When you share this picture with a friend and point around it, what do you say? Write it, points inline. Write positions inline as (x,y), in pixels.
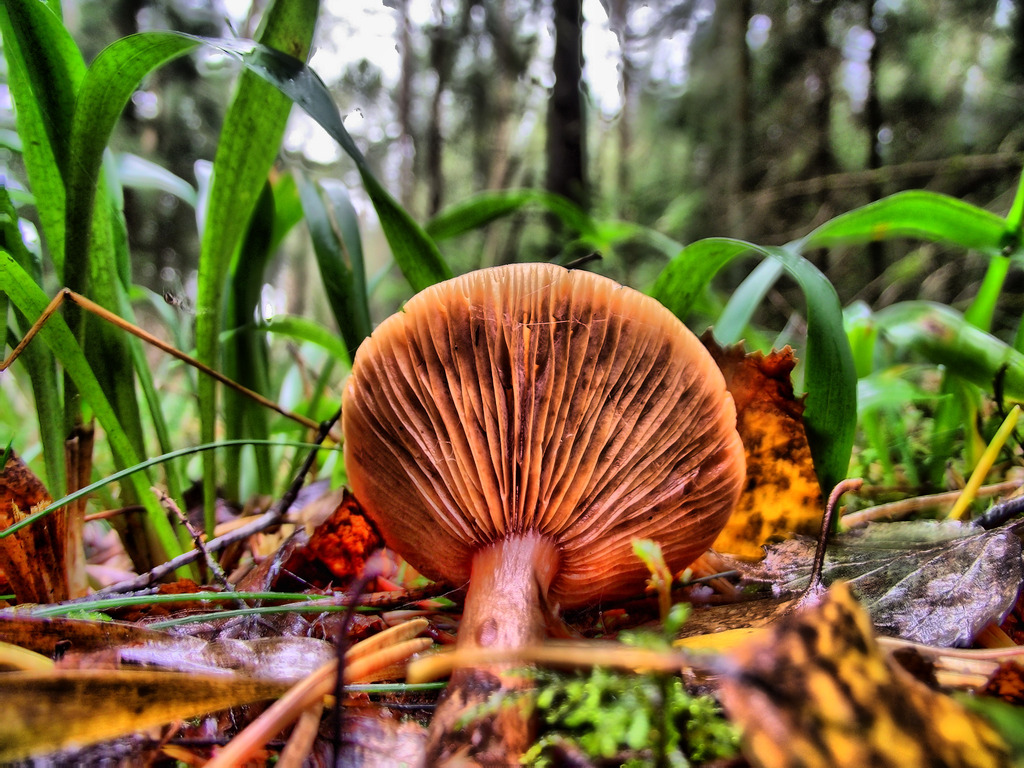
In this image there is a mushroom (580,598) on the land (637,605) having few plants (661,607), leaves (787,646) and trees (638,143) on it. Background (577,81) there are few trees (765,198).
